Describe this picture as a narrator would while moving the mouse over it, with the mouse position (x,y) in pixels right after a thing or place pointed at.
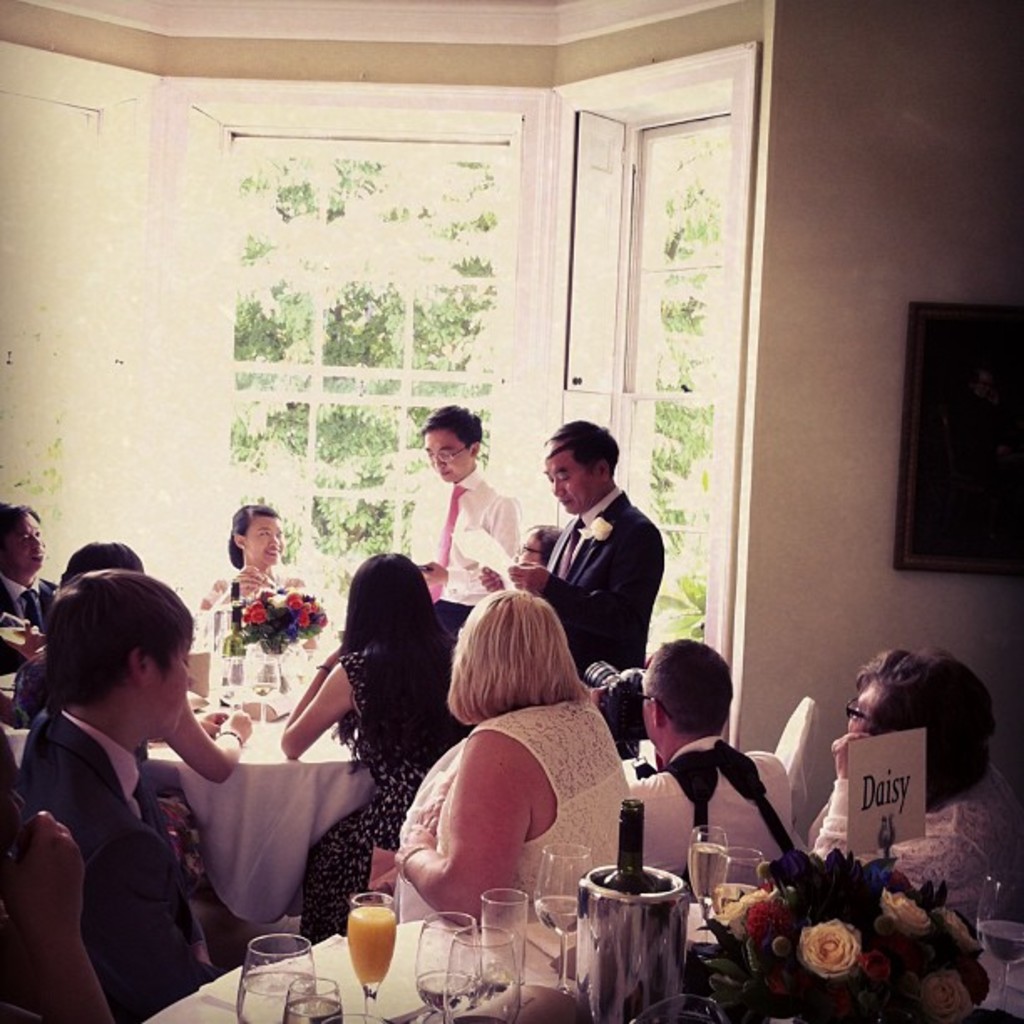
Here we can see a group of people (436,649) sitting on chair (784,770) with table (366,777) in front of them and there are glasses (436,955) and juices (381,961) on the table (409,926) and we can see a flower vase (293,597) in between the table (286,712) there are two men (563,538) standing in the center (540,468) and behind them there is a window (529,399) and we can see greenery (343,353) through the window (695,330).
